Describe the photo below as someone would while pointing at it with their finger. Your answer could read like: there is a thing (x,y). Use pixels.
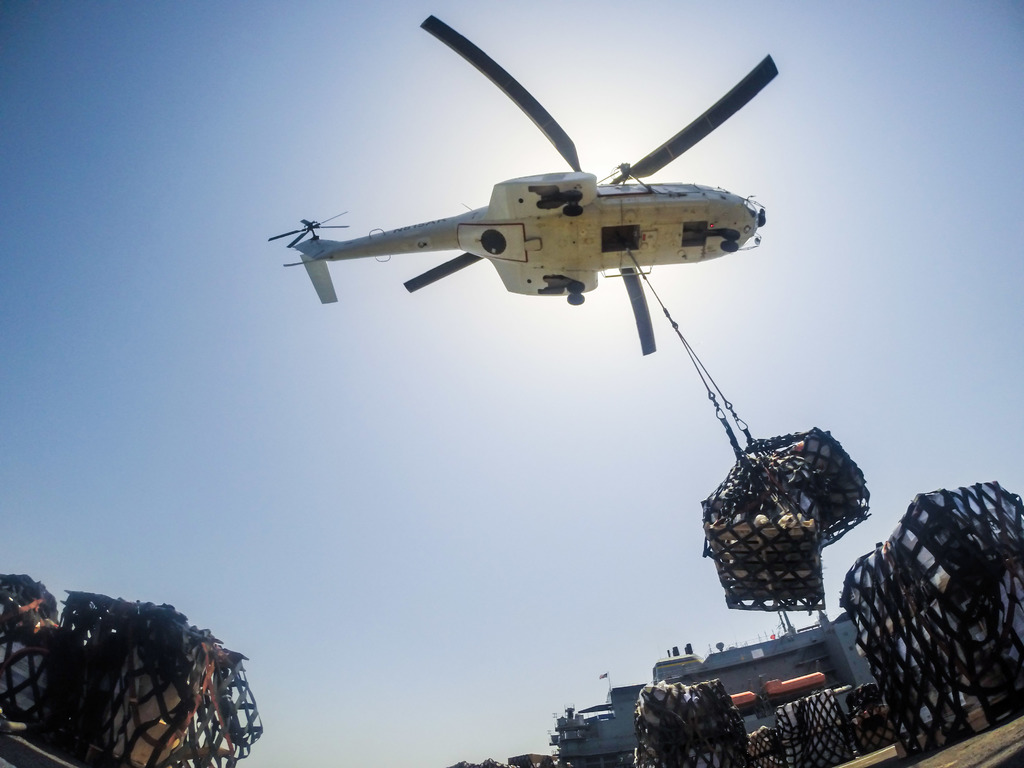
In this image I can see an aircraft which is in white color, I can also see few objects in the net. Background (749,679) I can see a building (745,662) in gray color and sky (276,443) in blue and white color.
